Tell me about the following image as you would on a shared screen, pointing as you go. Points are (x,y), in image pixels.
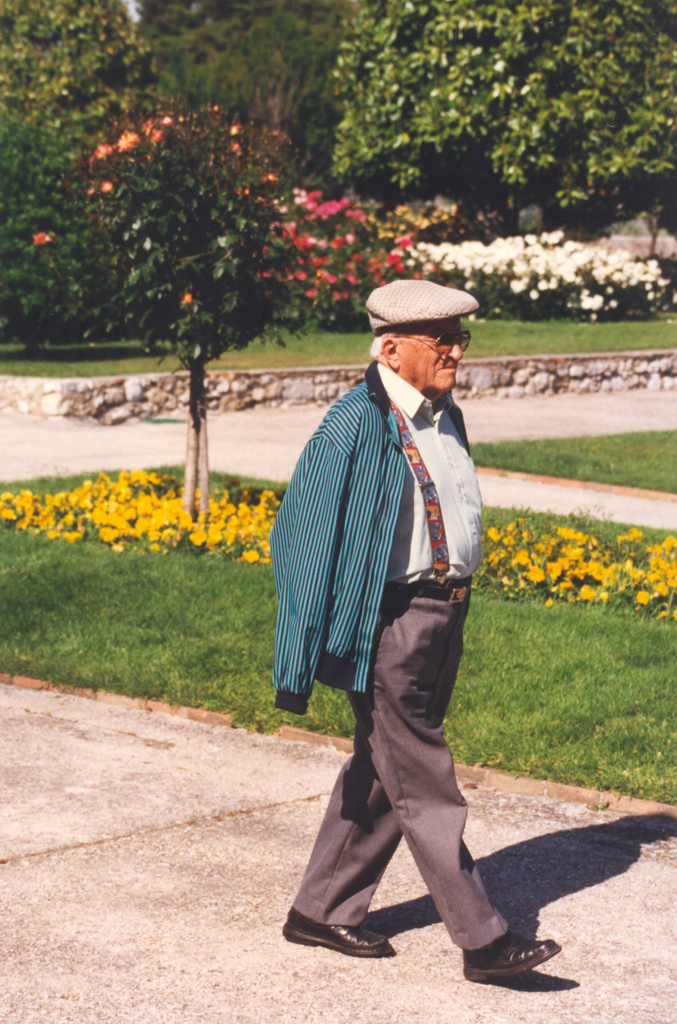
In the picture I can see an old man (383,501) wearing jacket (298,527), shirt (476,507), pants (423,771), shoes (356,935), hat (420,312) and spectacles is walking on the road (261,932). In the background (99,557), we can see the grass (122,587), plants (253,534), flowers (179,520) and trees (315,132).
